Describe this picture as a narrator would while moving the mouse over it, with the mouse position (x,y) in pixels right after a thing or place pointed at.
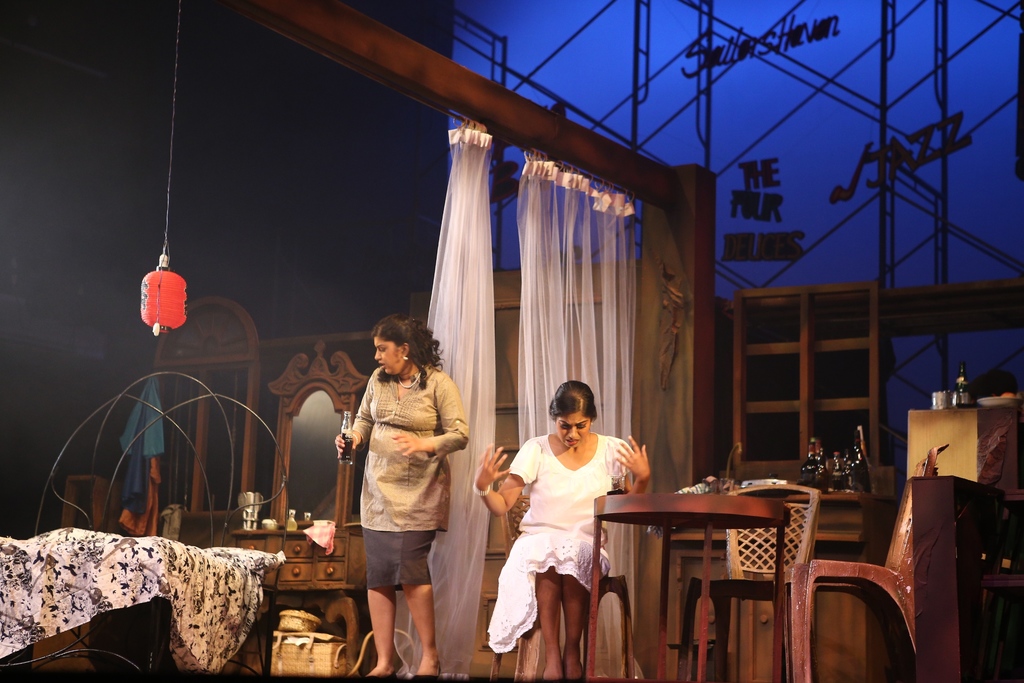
The women (588,547) wearing a white dress (583,543) sat in a chair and the other women (421,428) wearing light brown dress (380,450) holding beverage (348,450) in her hand (353,450) stood up and there is a white bed sheet (97,545) on the left side (92,558) and a mirror (310,488) and window (221,419) on the left side (207,434) and there is also a curtain (454,321) on the background (465,308) and there are also two chairs (800,542) left empty on the right side (794,529) and there are also wine bottles (858,455) on the table (826,534) and the background (844,137) on the top right (850,155) is blue color with a jazz written on it.
